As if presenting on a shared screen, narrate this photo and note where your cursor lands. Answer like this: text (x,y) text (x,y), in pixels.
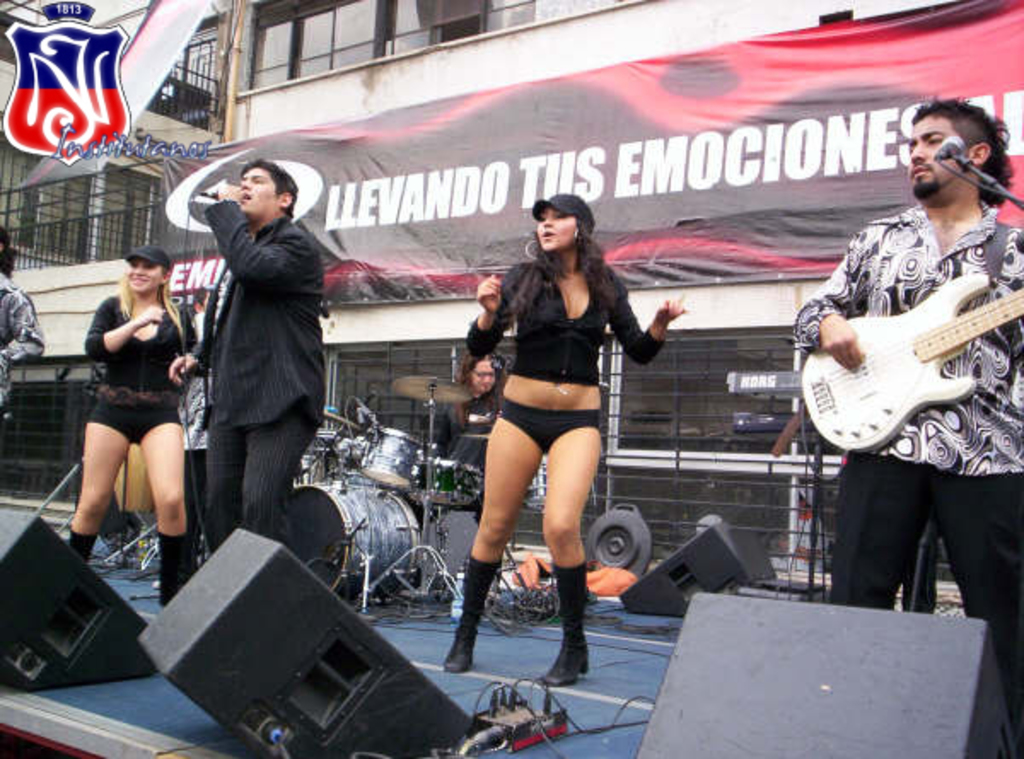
In the image there is a person (942,175) playing guitar (931,353) on the right side (897,488) and a person (242,189) singing on mic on left side (240,405) with two girls (160,292) either side of him dancing on the stage (19,732) and behind them there is a drum kit (403,485) in front of a building (394,20) with a banner (632,212) on it.
